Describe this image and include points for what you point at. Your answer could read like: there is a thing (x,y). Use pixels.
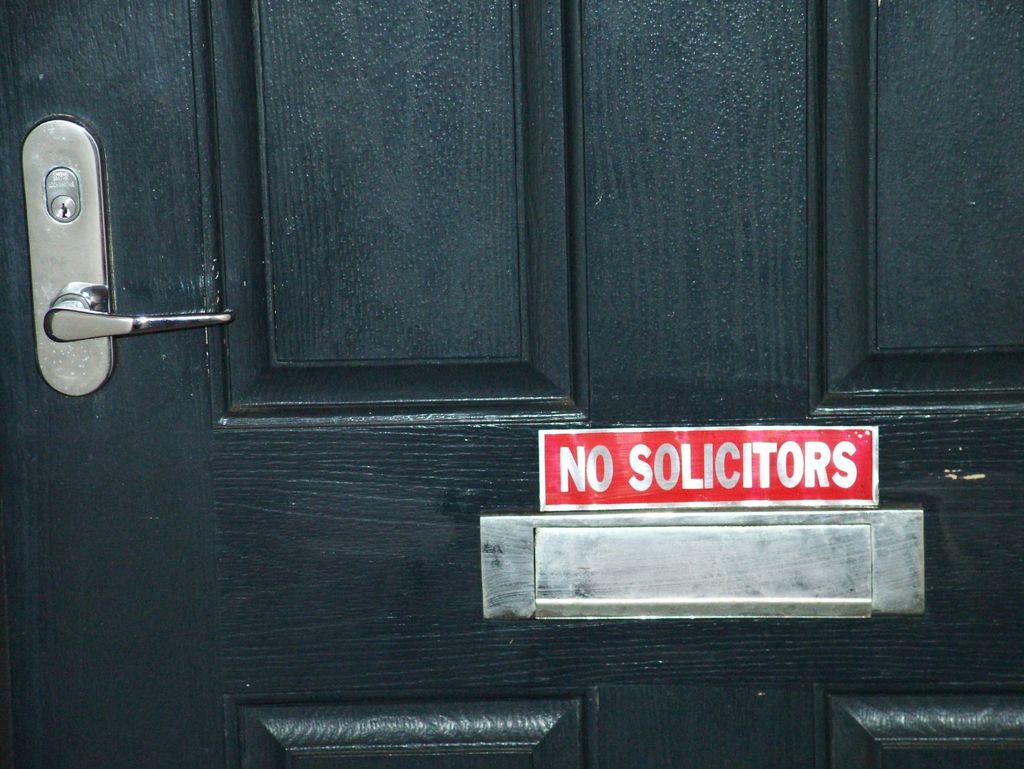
This image consists of a door (738,658) along with the handle (225,319). The door (695,402) is in black color. And we can see a board (854,497) on the door (891,471).
